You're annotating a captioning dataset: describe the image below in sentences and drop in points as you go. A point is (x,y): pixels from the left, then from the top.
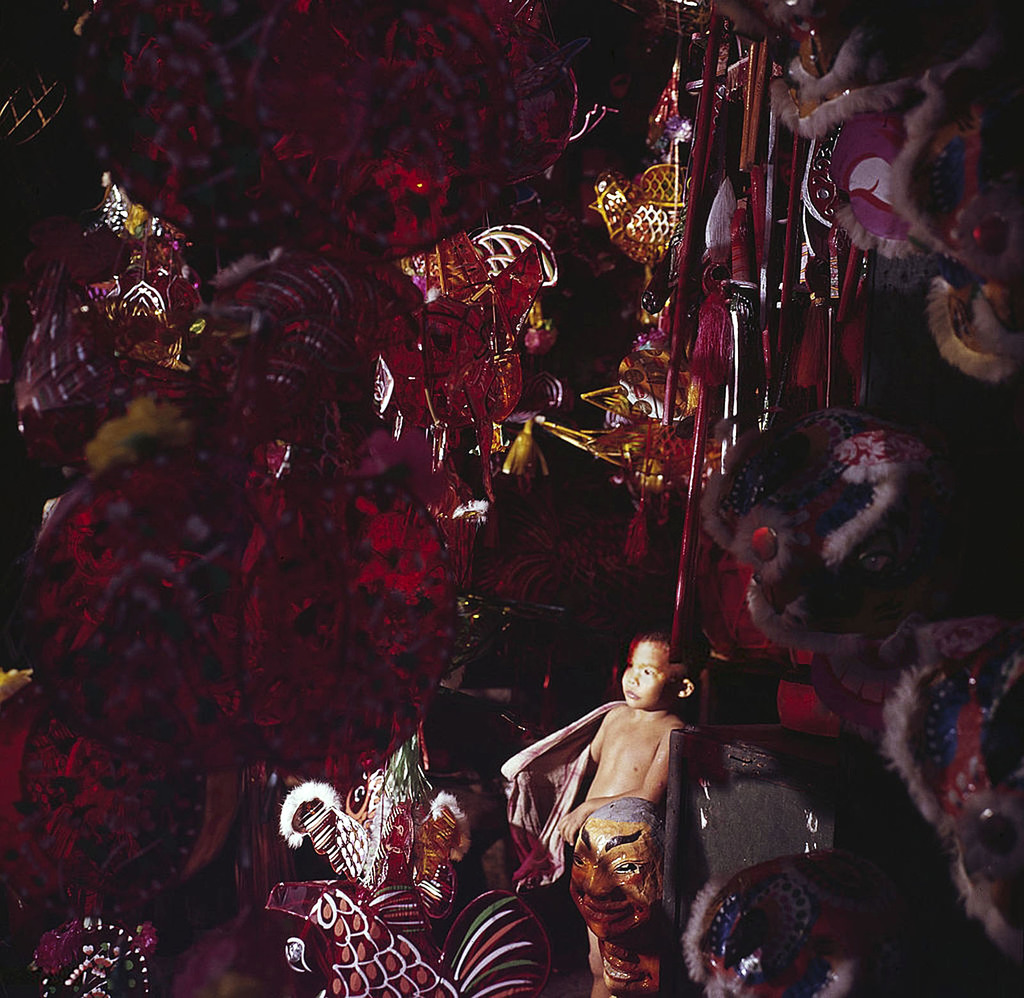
In this image there is a boy (605,726) in the middle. There are toys (381,823) behind him. At the top (398,185) there are so many hangings (771,399).
